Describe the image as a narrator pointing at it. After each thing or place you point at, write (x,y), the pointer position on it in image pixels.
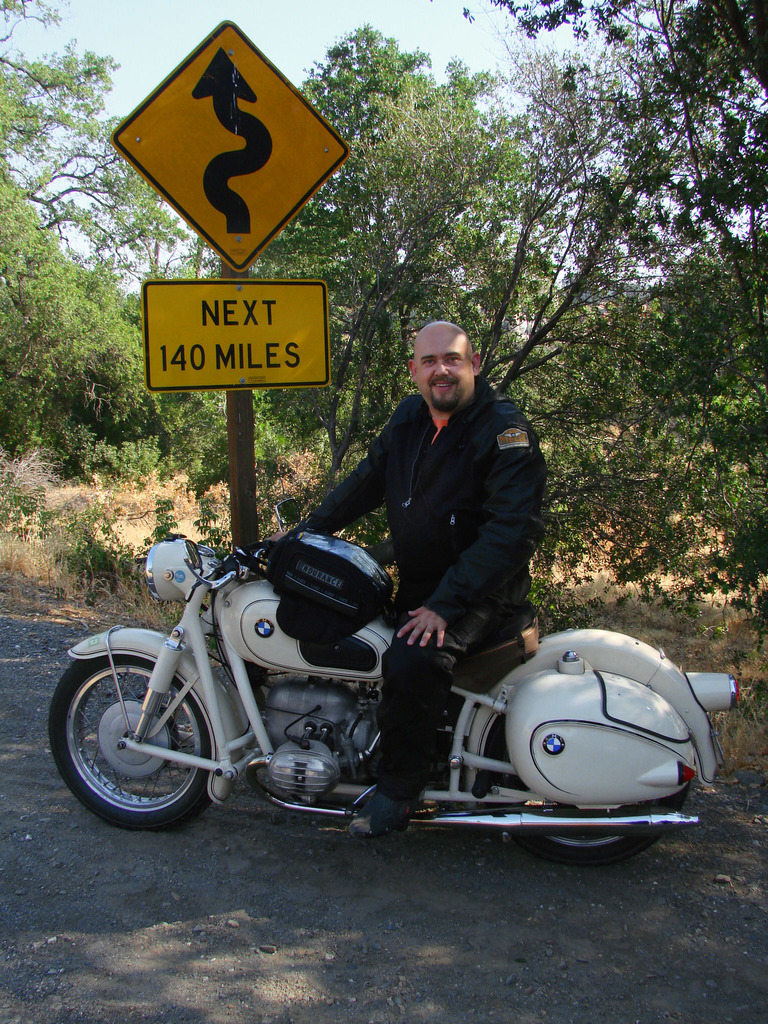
in the center (490,582) we can see man (475,461) is smiling and he is sitting on the bike (297,774). And back we can see tree (103,394), sky (286,29), grass (43,566) and sign board (221,284).
